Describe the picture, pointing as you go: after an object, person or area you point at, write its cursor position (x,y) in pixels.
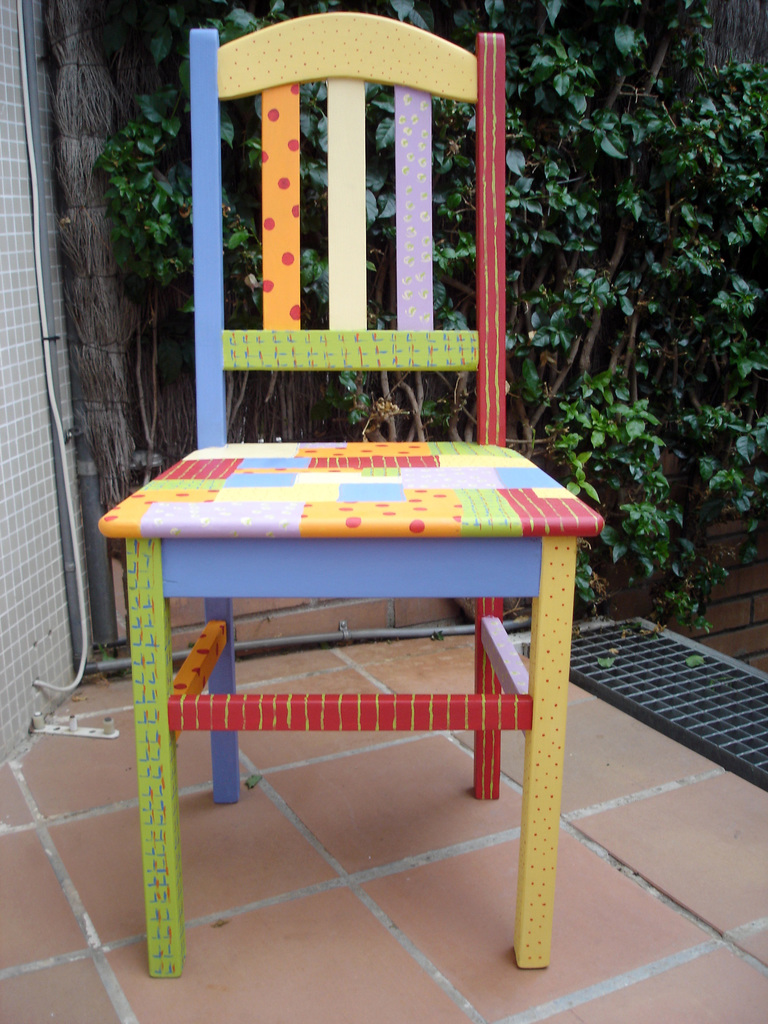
In this picture we can see a chair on the ground (454,879) and in the background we can see a wall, pipes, plants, mesh (766,749).
